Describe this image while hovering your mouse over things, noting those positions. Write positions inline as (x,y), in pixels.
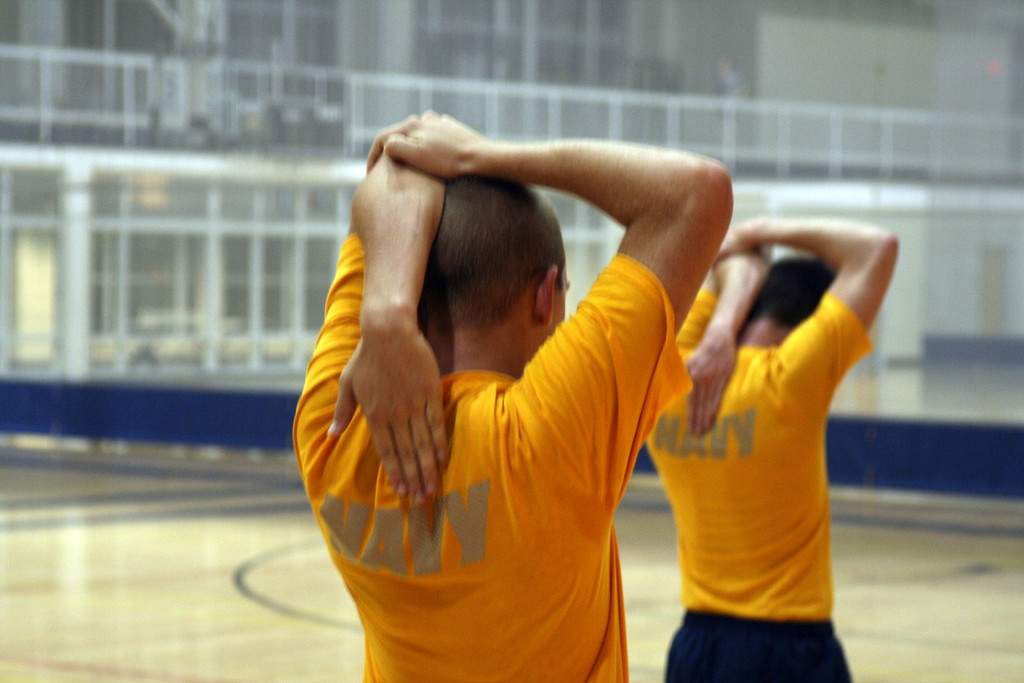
In the center of the image (489,296) there are two persons (701,410) wearing yellow color t-shirt (492,548). In the background of the image (834,149) there are rods (288,175). At the bottom of the image (156,607) there is floor (170,637).
